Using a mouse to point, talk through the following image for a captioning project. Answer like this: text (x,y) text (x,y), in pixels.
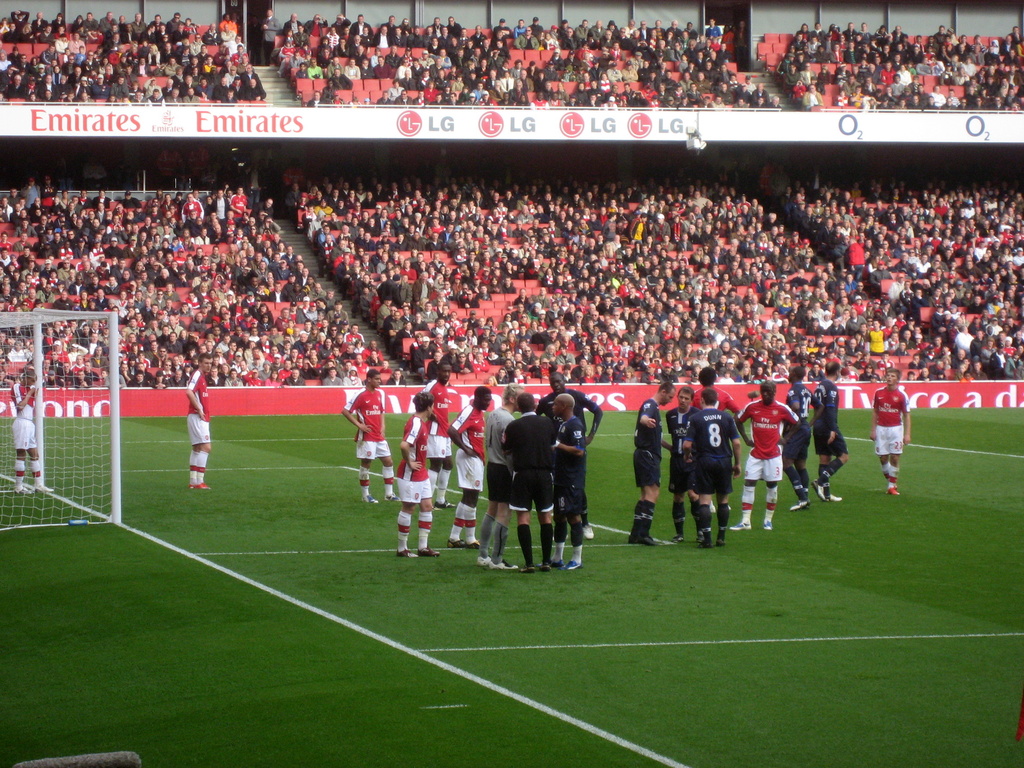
In this image there is a football ground (531,641), there are player (656,428) standing on the ground (394,441), towards the left (39,388) there is a net (60,395), there are audience (420,216) sitting, there are staircase (266,86), there are red color chairs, there is a board (621,130) on which text (247,124) is written.
